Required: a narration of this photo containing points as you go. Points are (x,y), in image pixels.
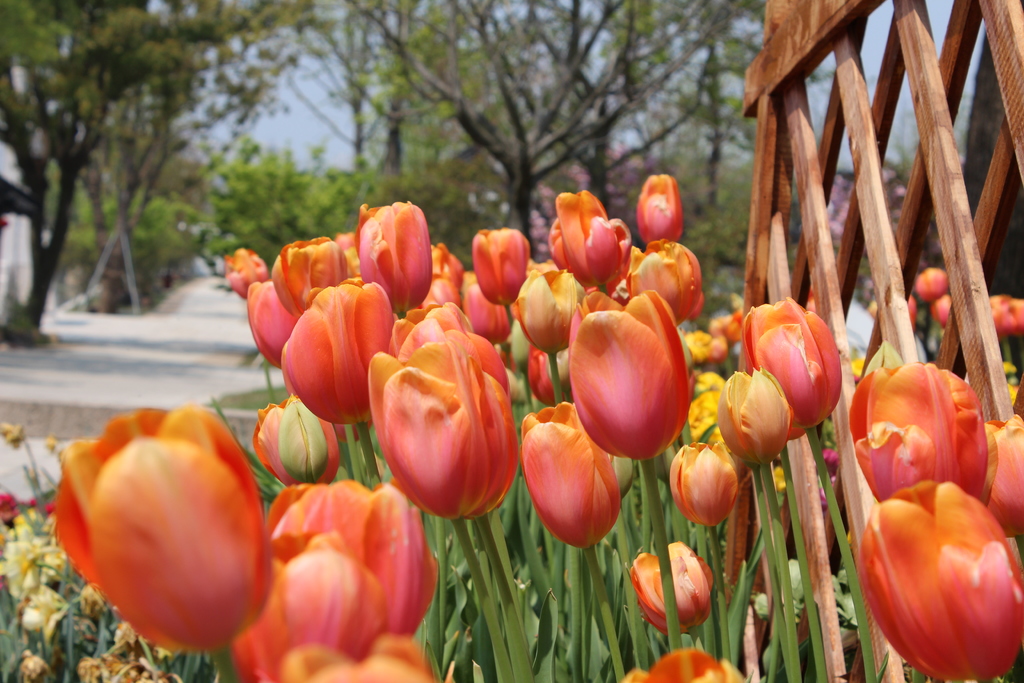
In this picture we can see tulip flowers (179,474), path (207,348), trees (77,175) and in the background (253,129) we can see the sky (294,127).
